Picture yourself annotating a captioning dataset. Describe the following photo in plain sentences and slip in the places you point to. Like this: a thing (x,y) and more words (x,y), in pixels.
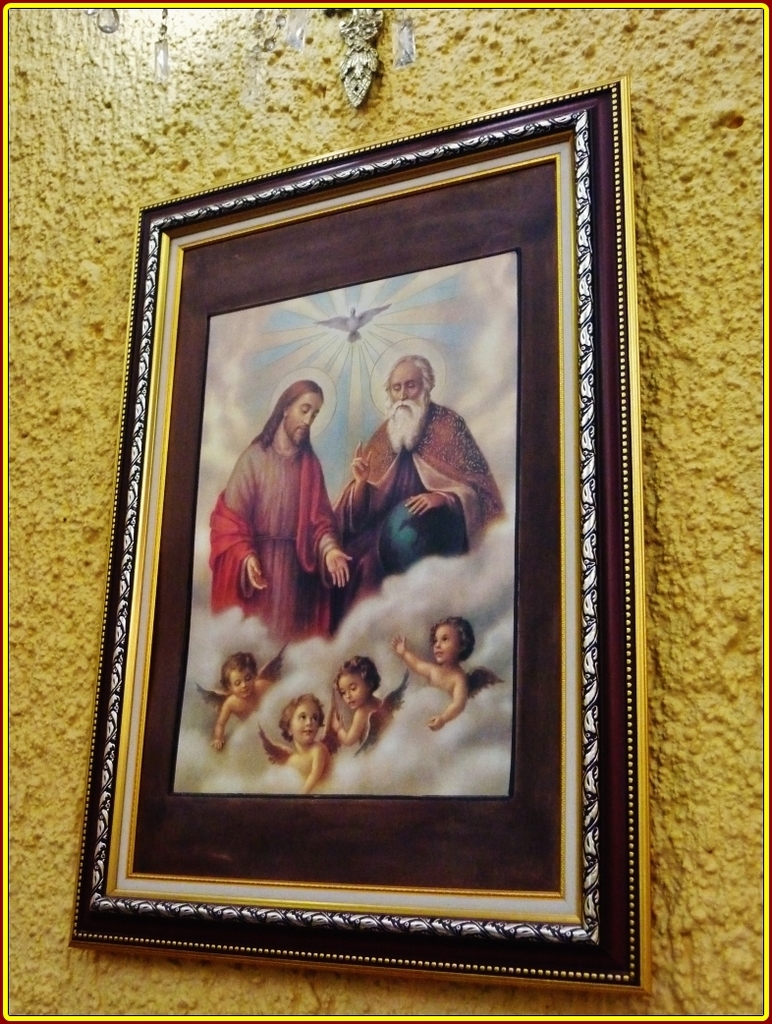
In this picture there is a Jesus photo frame (195,564) hanging on the yellow color wall (747,259).
